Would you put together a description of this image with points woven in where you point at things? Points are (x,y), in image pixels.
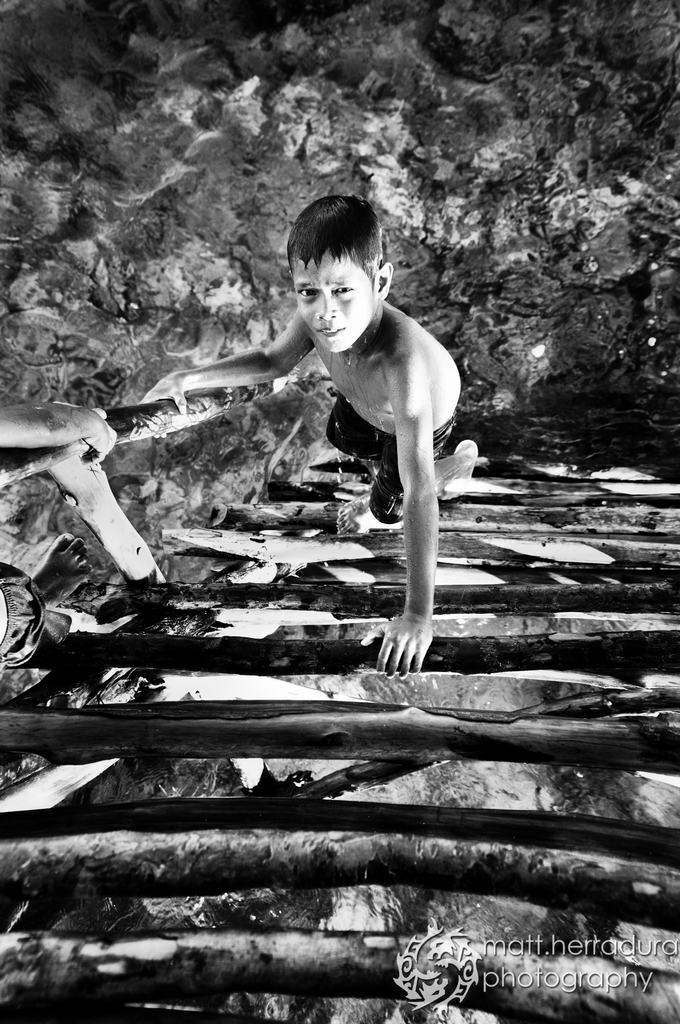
In this picture I can see a boy (400,516). This picture is black and white in color.
